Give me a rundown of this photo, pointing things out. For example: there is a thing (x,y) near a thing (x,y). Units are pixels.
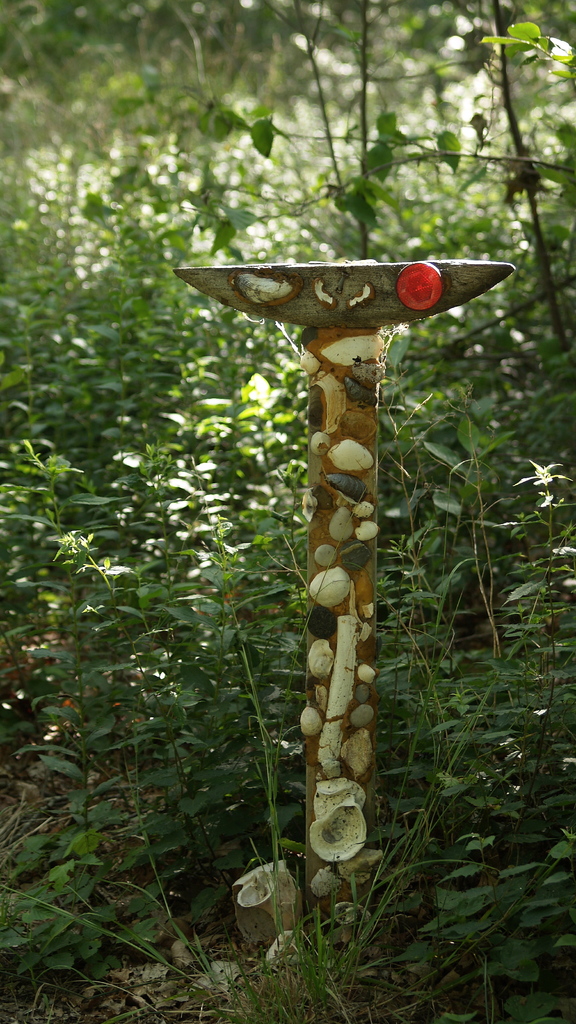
Here we can see shells (374,344) and stones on an object (309,891). In the background (202,666) there are plants (470,520).
